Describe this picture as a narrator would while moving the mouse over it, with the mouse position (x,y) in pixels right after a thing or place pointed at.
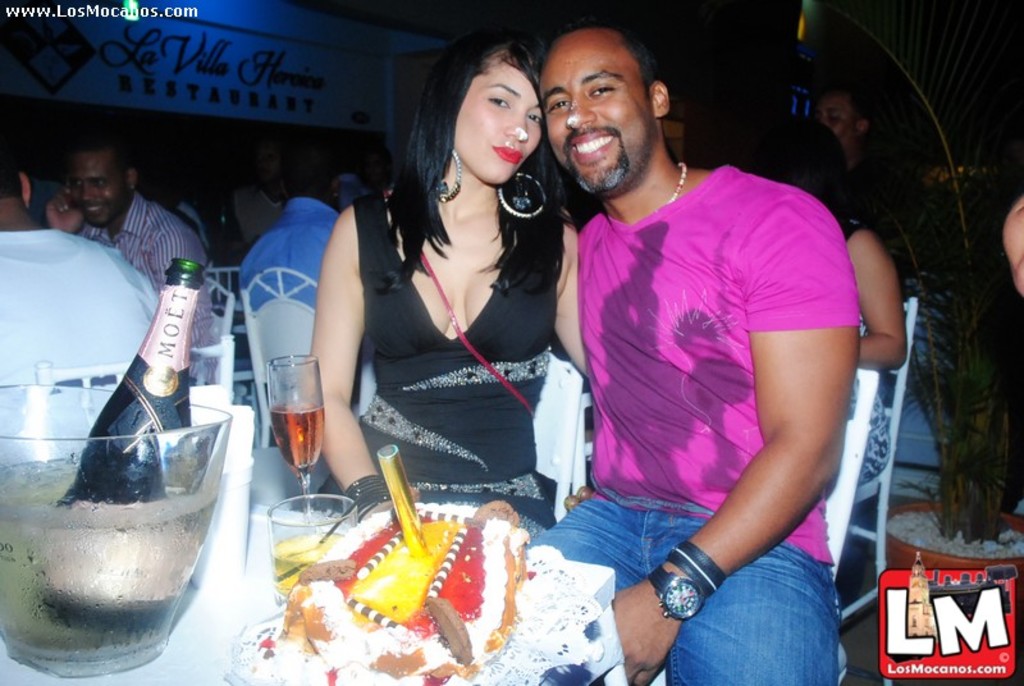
In this image we can see a group of people (875,351) sitting on chairs (849,474). In the foreground of the image (459,623) we can see a bottle (167,390) placed in a bowl (103,564), group of glasses (278,548) and some food (505,591) placed on the table (188,679). On the right side of the image (985,475) we can see a plant (989,441) in a pot (940,567). At the top of the image (294,88) we can see a board (281,69) with some text (150,49).
